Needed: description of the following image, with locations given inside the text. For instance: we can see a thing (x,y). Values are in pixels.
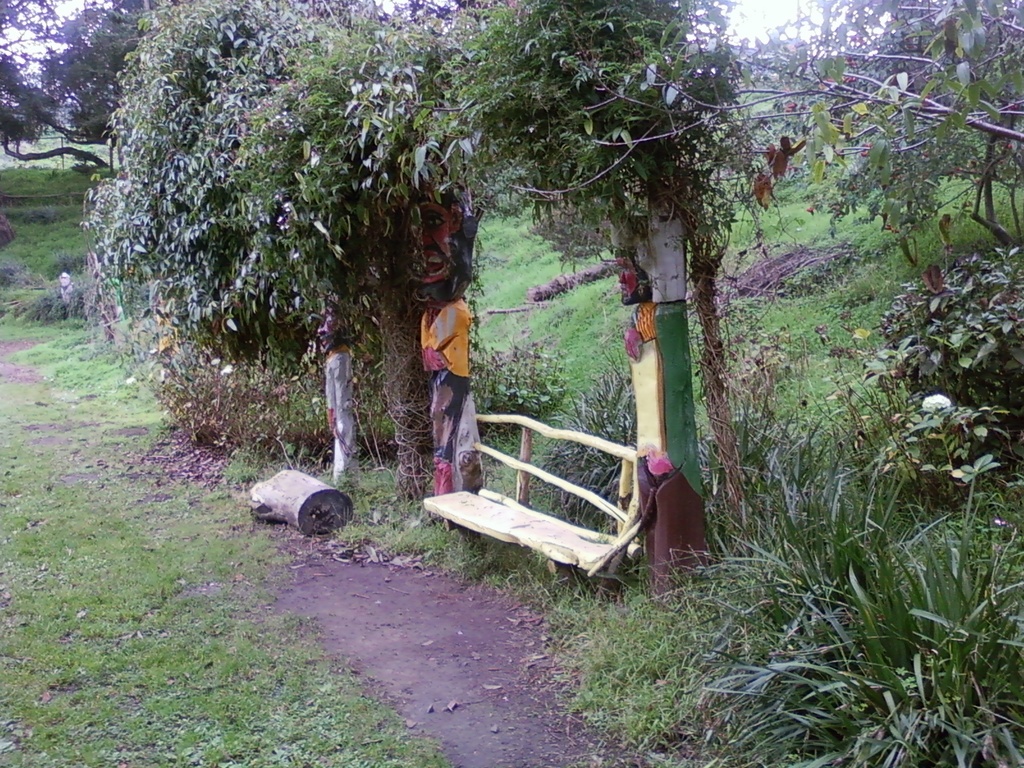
In this picture we can see the trees (973,98), plants (967,302) and the green grass (84,547). We can see a wooden log (318,519) on the ground (472,561). We can see a wooden bench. We can see the carved wooden pillars (452,345) and we can see the painting (643,354) on them.
